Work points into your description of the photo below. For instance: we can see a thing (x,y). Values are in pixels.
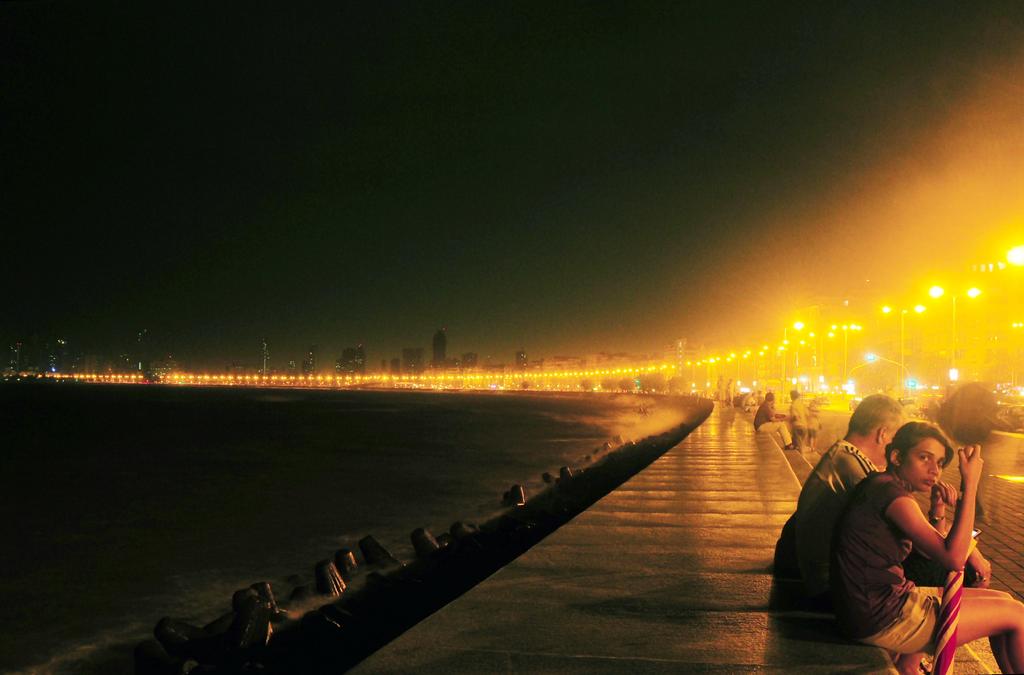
There are few people (840,495) sitting on the wall (802,617). These are the rocks (298,627). I can see the streetlights (162,378) and the trees (651,386). This looks like a sea (241,488) with the water (314,506) flowing. These are the buildings (353,356).
